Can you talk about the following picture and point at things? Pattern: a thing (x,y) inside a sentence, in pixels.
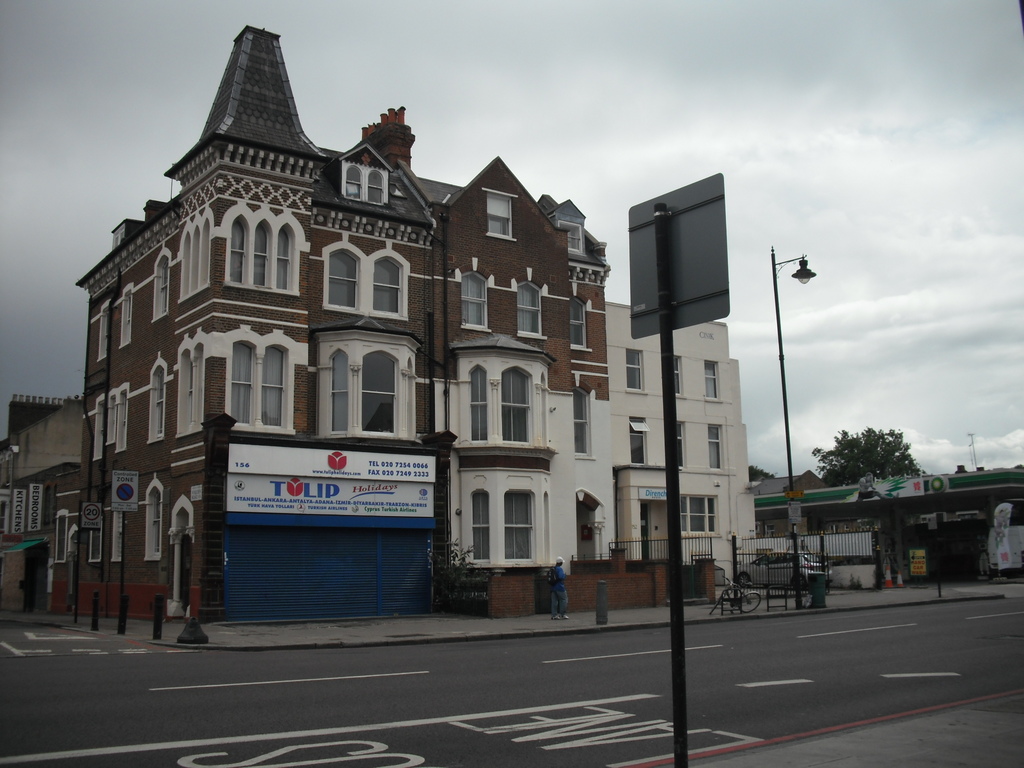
In the picture we can see buildings (566,540), near to the buildings (107,544) we can see a path (784,611) with some poles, railing (735,564), a person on the path (789,594) and the road (716,626), in the background (807,435) we can see a sky (847,395) with clouds (836,398).
